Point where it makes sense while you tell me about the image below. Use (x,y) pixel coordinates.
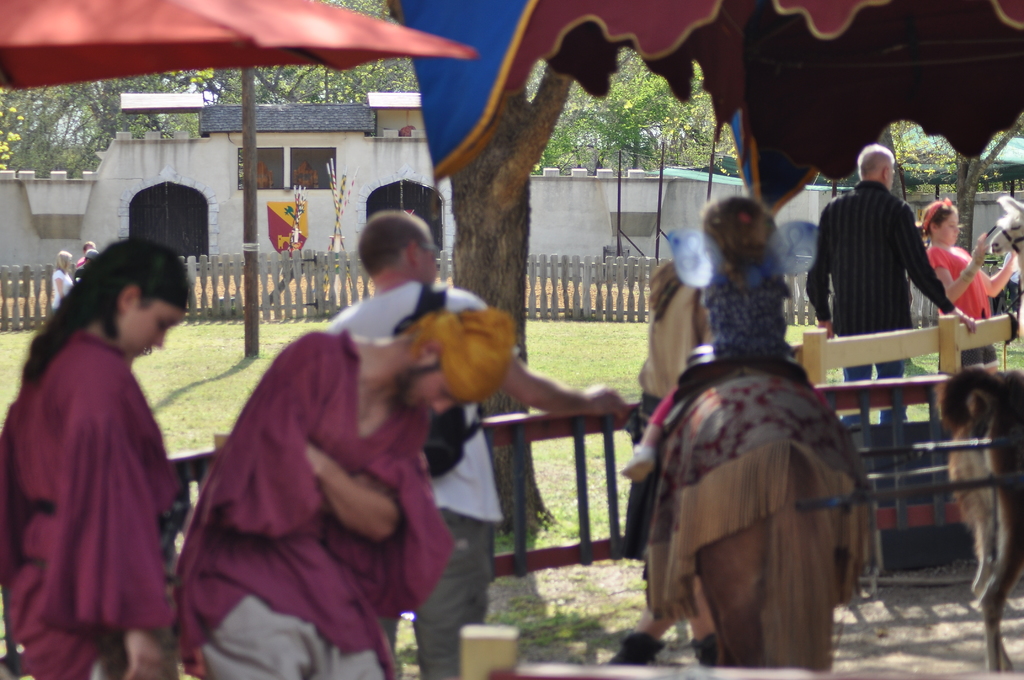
This is a picture taken in the outdoors. It is sunny. There are group of people (144,649) standing on the floor (873,645) and a girl (732,318) is riding a horse (707,473). Background of this people (729,331) is a fencing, building (564,196) and trees (598,142).
